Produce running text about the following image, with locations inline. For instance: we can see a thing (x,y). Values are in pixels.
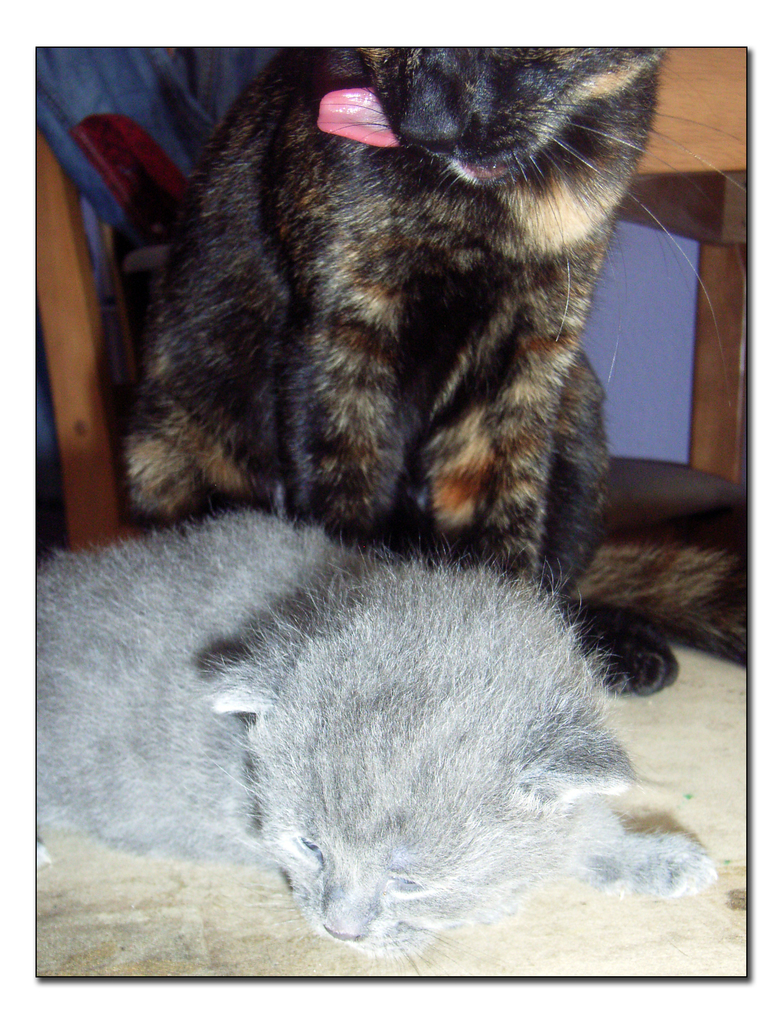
In this image we can see two cats (610,731) on the floor (589,914). We can also see some wooden poles (744,284).
